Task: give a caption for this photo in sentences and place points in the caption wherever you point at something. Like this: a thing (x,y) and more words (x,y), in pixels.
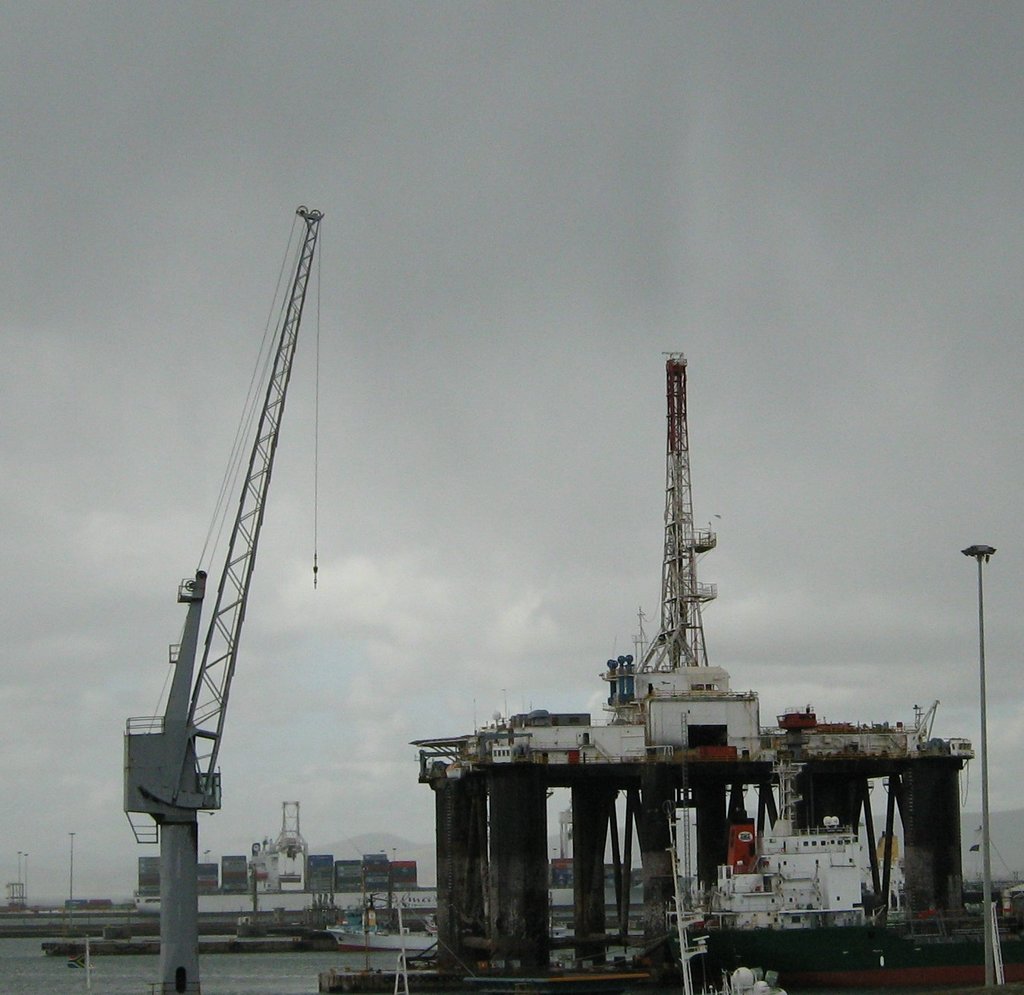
In this picture I can see ships (750,868) on the water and there are containers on one of the ship (296,855). There are poles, lights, and in the background (612,505) there is the sky (630,401).
